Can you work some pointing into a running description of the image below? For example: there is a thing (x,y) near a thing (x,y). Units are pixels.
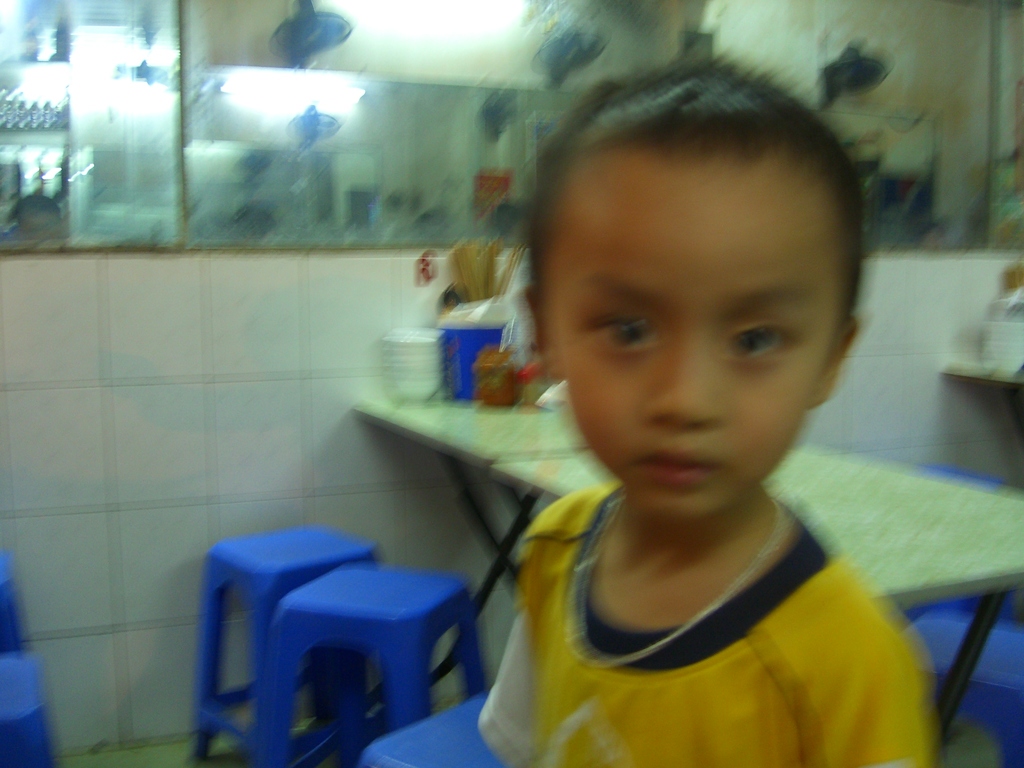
In this image we can see a boy (784,689) wearing yellow color dress (635,689). In the background of the image (286,559) we can see a table (456,441) and stool (320,579). The complete image is in a blur.
